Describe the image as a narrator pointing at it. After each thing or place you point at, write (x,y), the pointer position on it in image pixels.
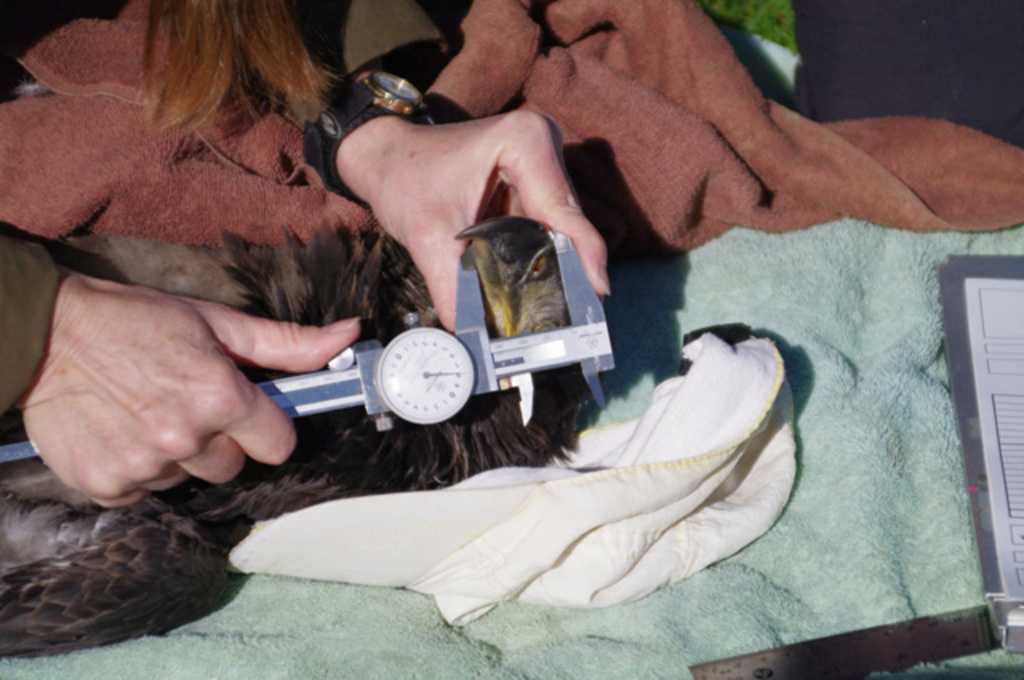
In this image, at the left side (130,413) there is a man (186,381) holding a vernier caliper (299,404), there is a blanket (803,406) and there is a white color cloth (530,537).
